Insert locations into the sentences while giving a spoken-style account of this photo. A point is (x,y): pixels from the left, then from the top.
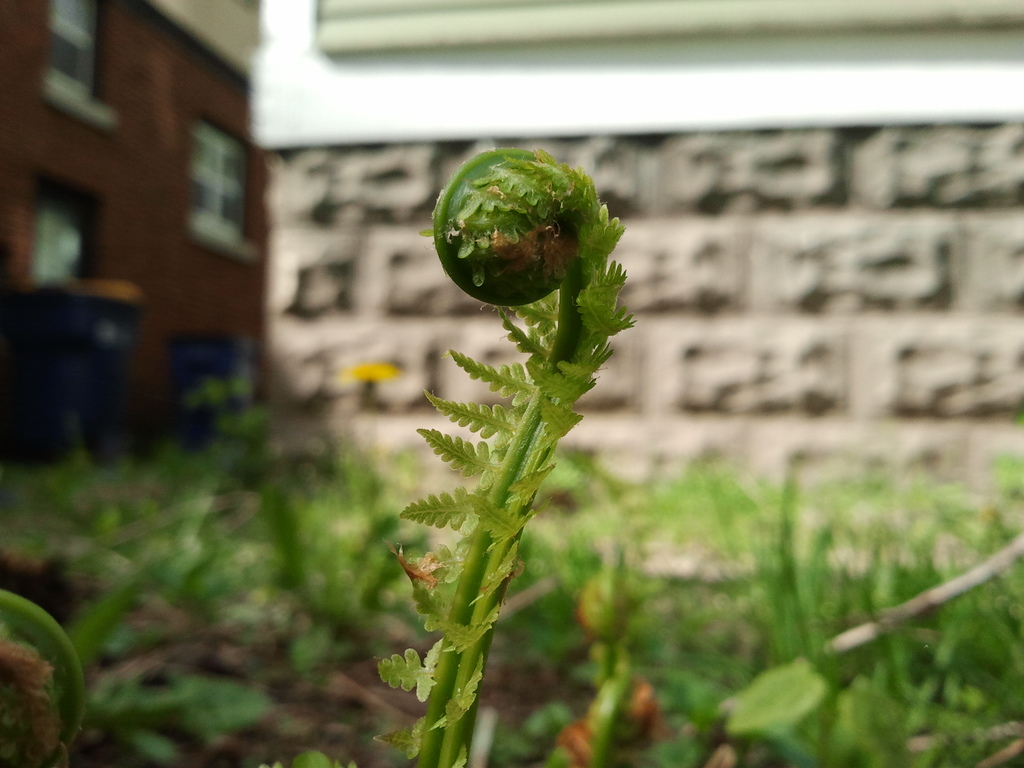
In this picture we can see fern (539,357) and plants (846,733). In the background of the image (346,335) it is blurry and we can see wall (348,277), building (224,230) and dustbins (90,386).
